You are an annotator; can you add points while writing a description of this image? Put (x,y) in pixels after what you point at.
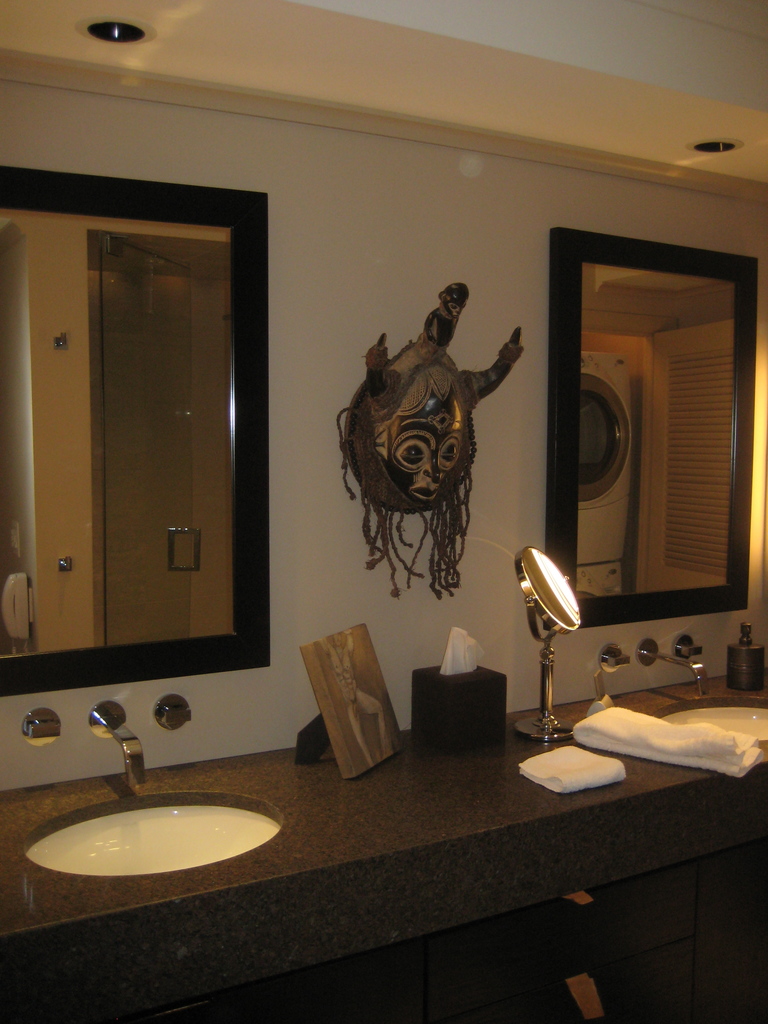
I think this picture is taken in a bathroom (304,431). Towards the left (102,360) and right, there are mirrors (633,473). In between them, there is a mask (499,360) to a wall (515,447). At the bottom (43,833), there are two sinks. In between them, there is a frame (356,759), tissue holder (440,733) and two towels (728,747) are placed. Through the left mirror (75,494), we can see the door (173,383). Through the right mirror (606,447), we can see the washing machine (583,566). On the top (399,112), there is a ceiling (612,111) with lights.
